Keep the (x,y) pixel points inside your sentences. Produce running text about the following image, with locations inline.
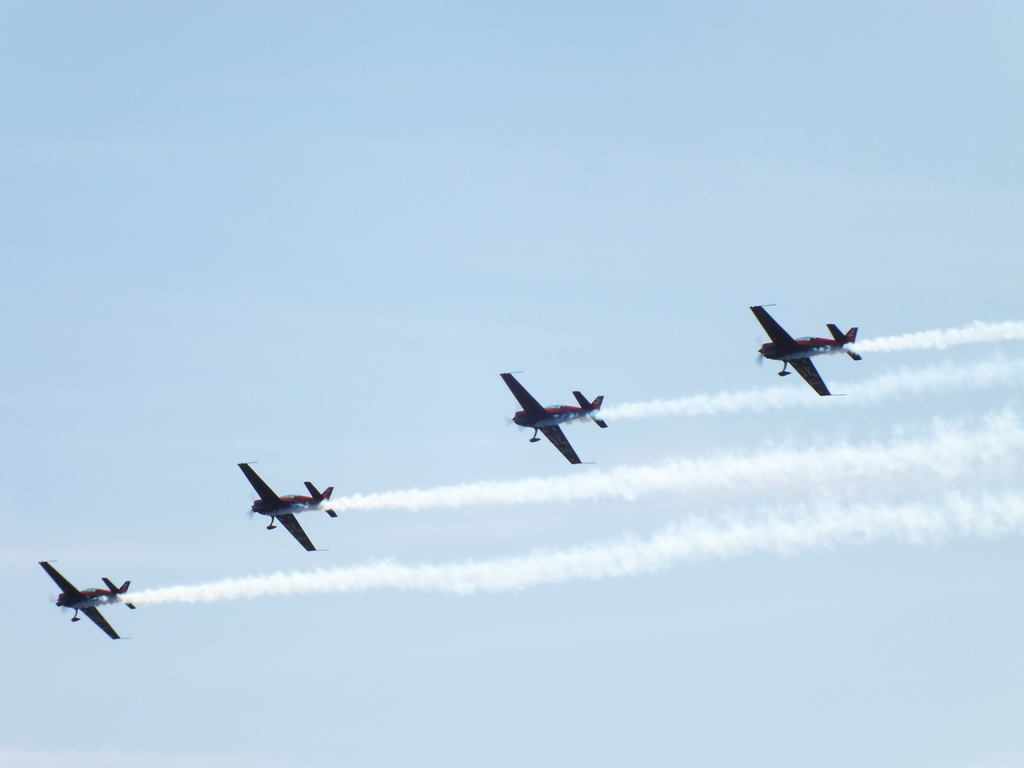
In this picture I can observe four airplanes (285,510) flying in the air (180,542). In the background (362,307) there is a sky (355,380).
